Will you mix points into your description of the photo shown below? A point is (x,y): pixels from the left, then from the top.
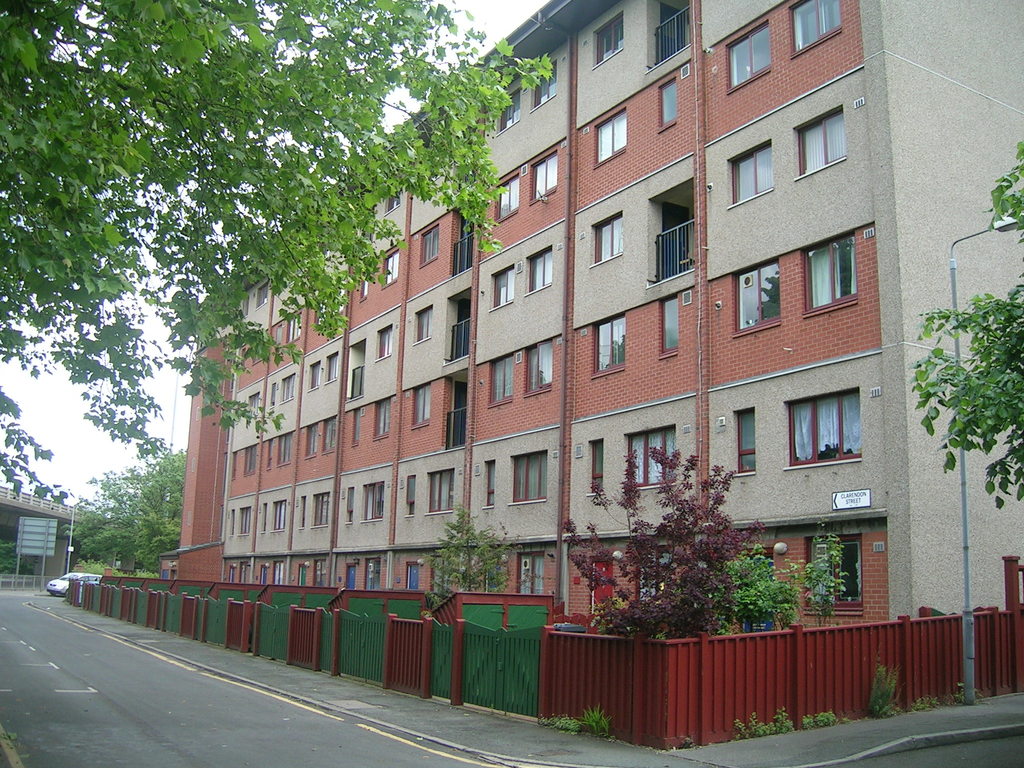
In this picture we can see a building (668,406) on the right side (750,289), we can also see glass windows (765,279) of the building (637,240), at the bottom (656,673) there are some gates (442,668) and fencing (709,674), we can see a pole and light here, on the left side (66,577) there is a car (66,592), we can see some trees (121,520) here, there is the sky (61,436) at the top of the picture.
